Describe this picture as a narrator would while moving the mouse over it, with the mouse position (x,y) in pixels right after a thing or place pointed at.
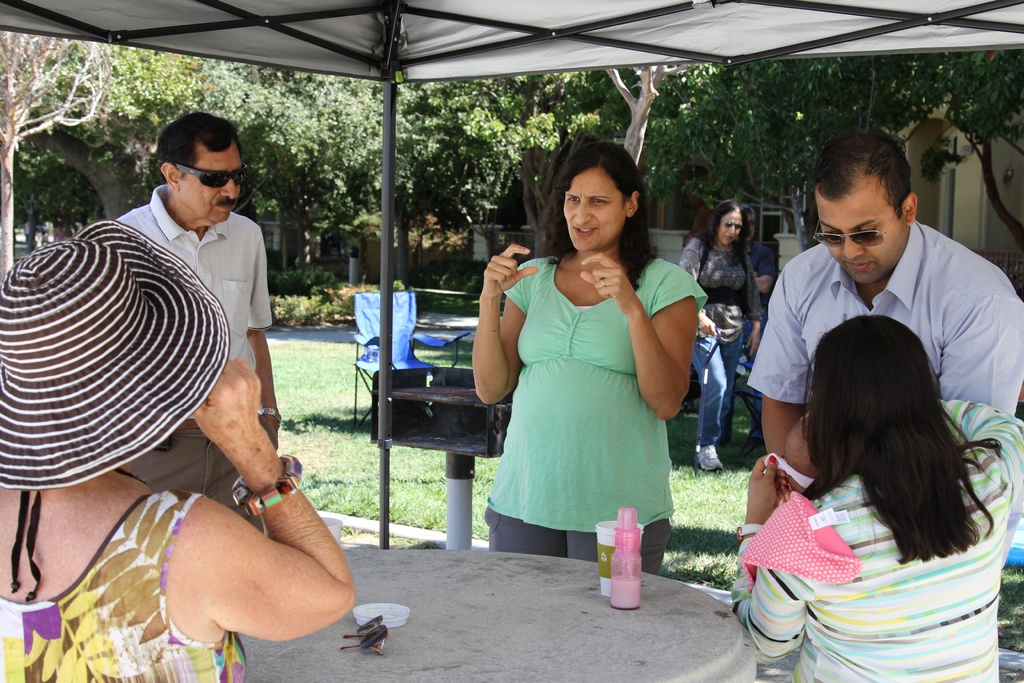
This picture shows a group of people (287,462) standing and we see a woman (878,454) seated and we see a bottle (626,586), and a cup (608,562) and sunglasses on the table (438,595), and we see a woman (714,252) walking on the back (728,249) and We see trees (85,118) around and we see two men (807,288) wearing sunglasses (818,240) on their face (847,214) and woman (241,361) wearing hat (194,382).
